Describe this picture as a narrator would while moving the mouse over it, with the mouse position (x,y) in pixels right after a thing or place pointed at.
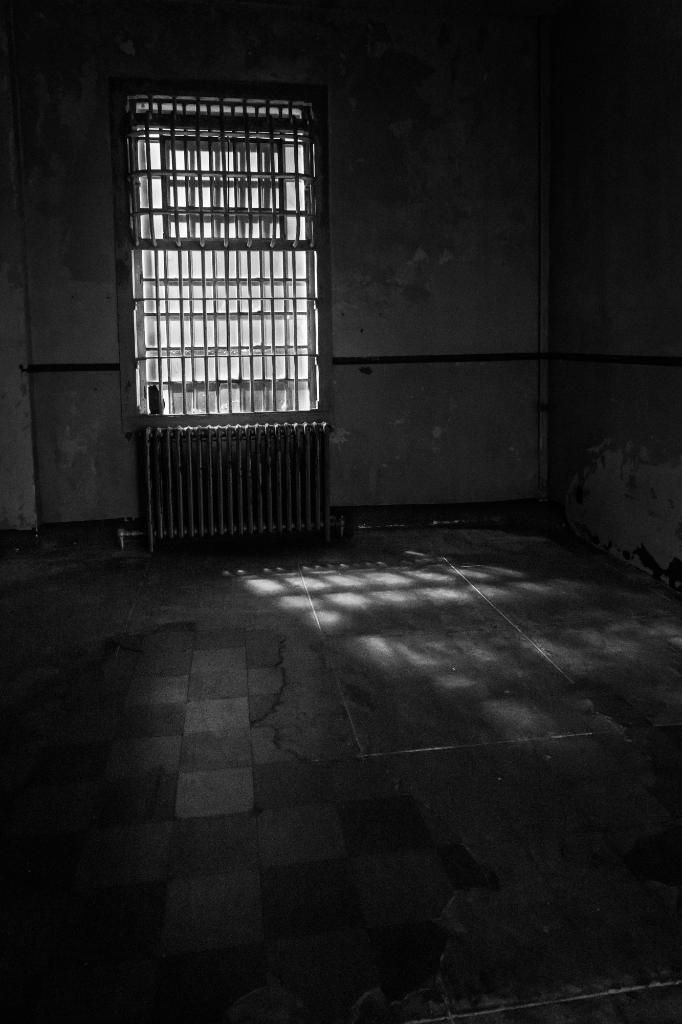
In this picture I can see there is a window (158,412) and there is sun light (205,300) passed through it. There is a wall (561,399) on right side (555,398).
